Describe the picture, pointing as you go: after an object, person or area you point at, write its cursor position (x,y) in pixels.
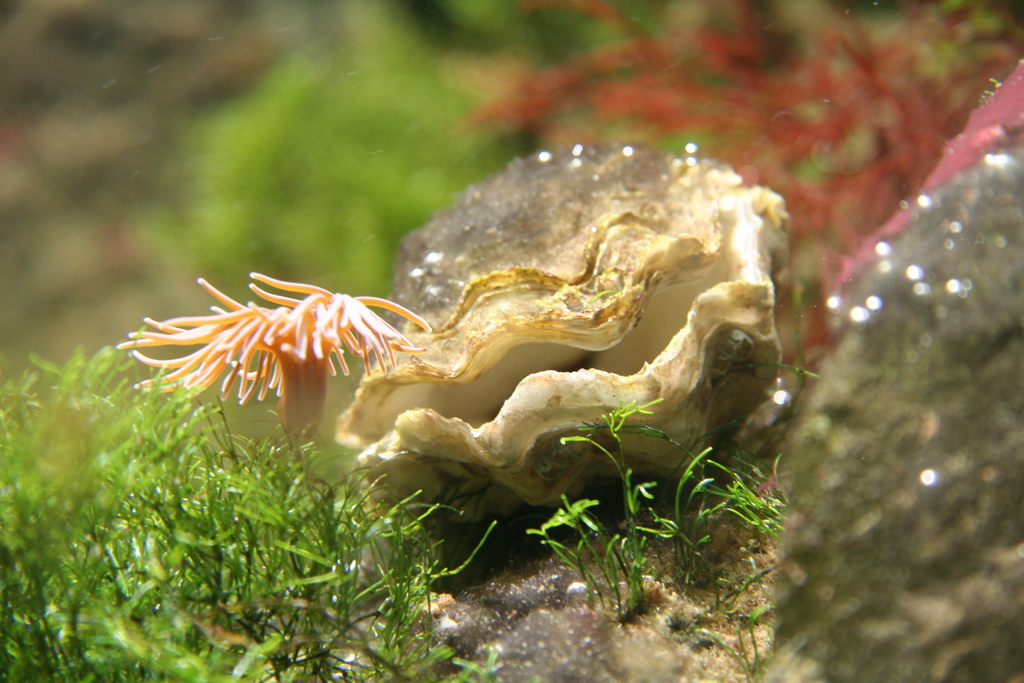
In this picture I can see a seashell (438,402), leaves (269,589), plants (64,667), and there is blur background (526,19).
